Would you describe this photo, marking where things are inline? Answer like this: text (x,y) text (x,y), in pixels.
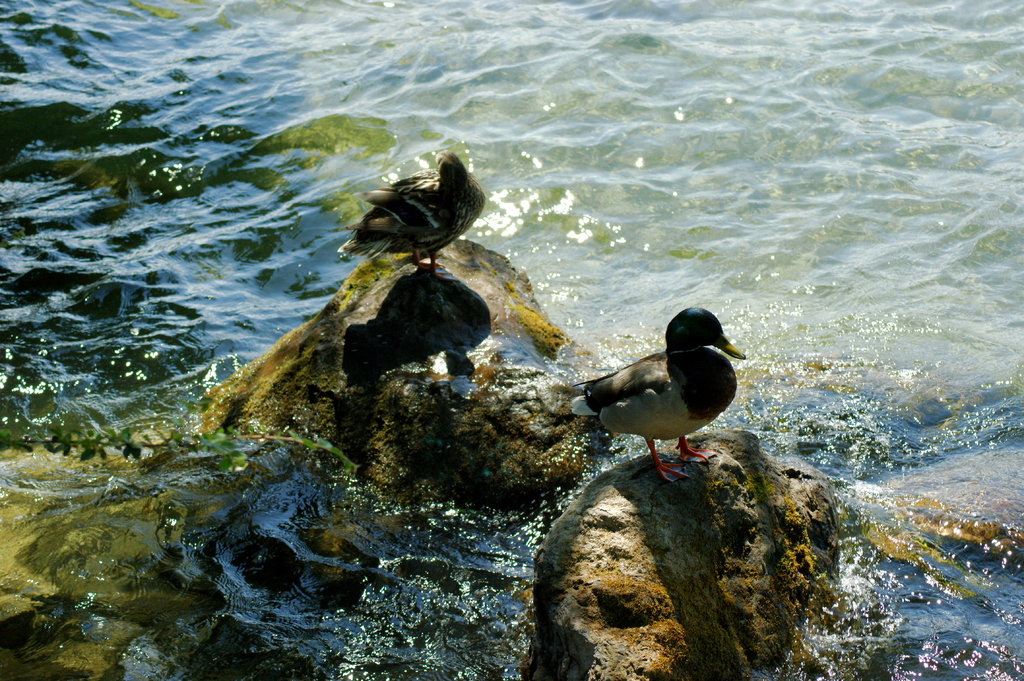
In the picture we can see water (525,620) in it we can see two stones (641,638) and on it we can see two ducks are standing and which are some part white, black and yellow beak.
